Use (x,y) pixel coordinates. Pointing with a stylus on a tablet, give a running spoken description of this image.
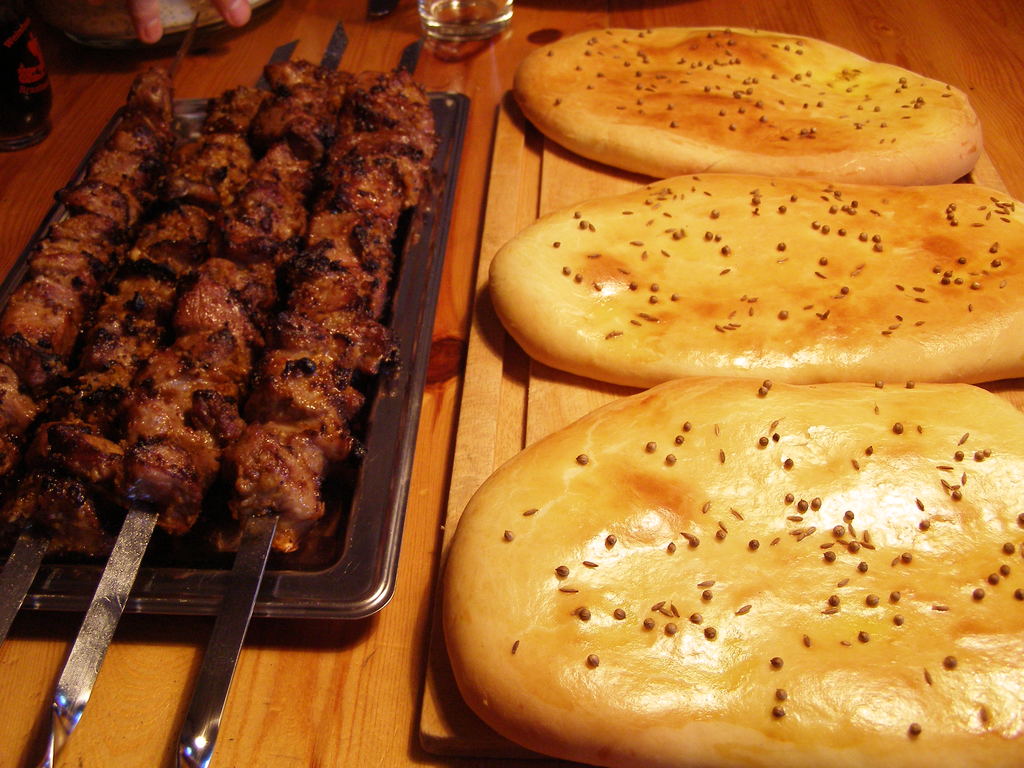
In this image, I can see the food items (222,437) on the plates (335,523). I think this is a wooden table (457,372) with plates (396,335), glass (462,4) and few other objects (416,49) on it.
